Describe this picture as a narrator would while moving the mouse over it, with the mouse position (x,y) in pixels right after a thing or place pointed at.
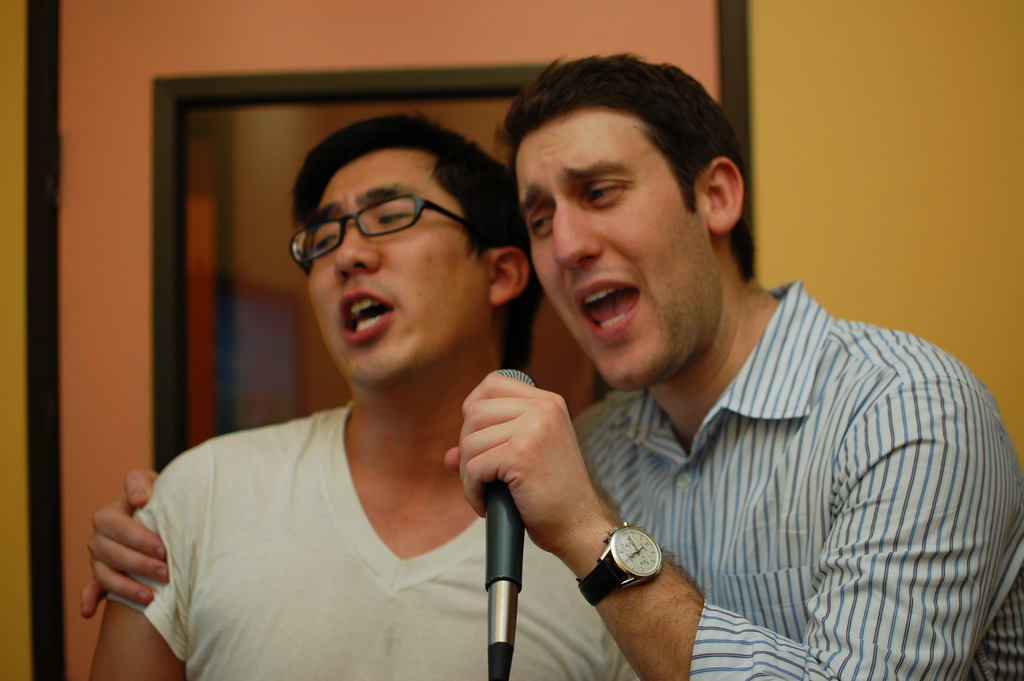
The two persons (682,504) are standing and holding a mic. The right side person (658,396) wearing a watch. The both are singing a song.
